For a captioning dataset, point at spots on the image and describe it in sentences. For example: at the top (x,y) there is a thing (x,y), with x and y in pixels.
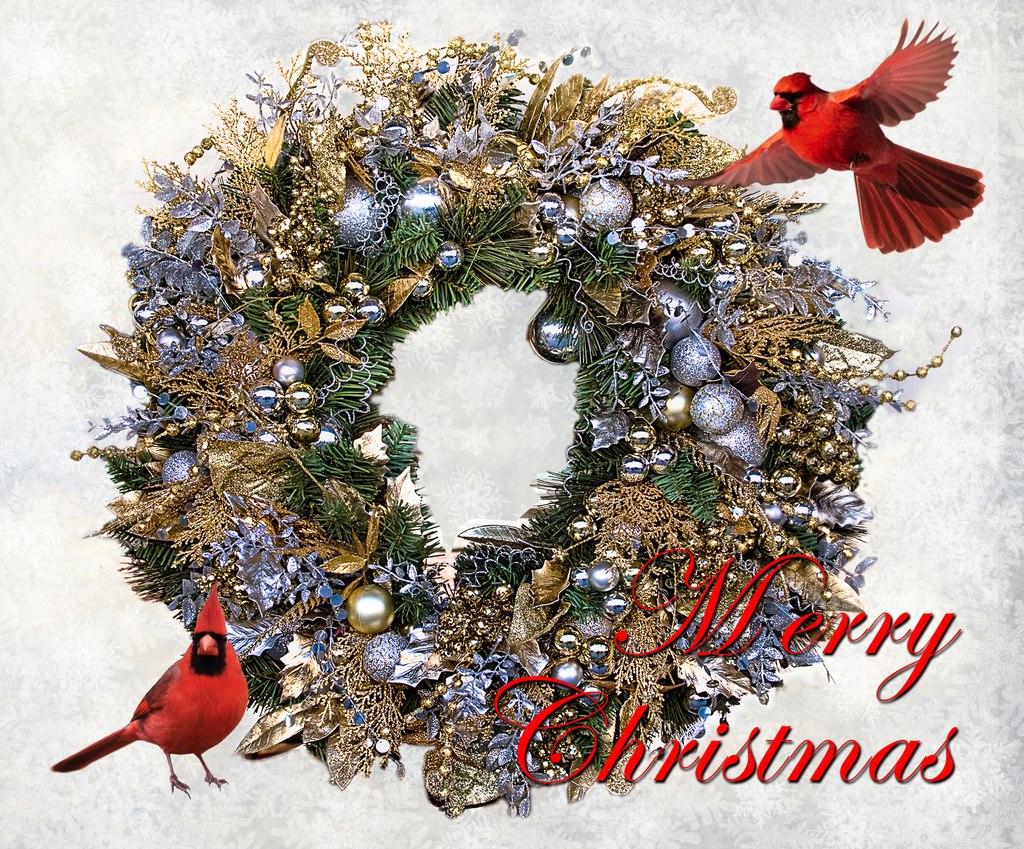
In this picture we can see two red birds (131,731) where one is flying, balls (347,207), leaves (597,363) and some objects (211,318).
